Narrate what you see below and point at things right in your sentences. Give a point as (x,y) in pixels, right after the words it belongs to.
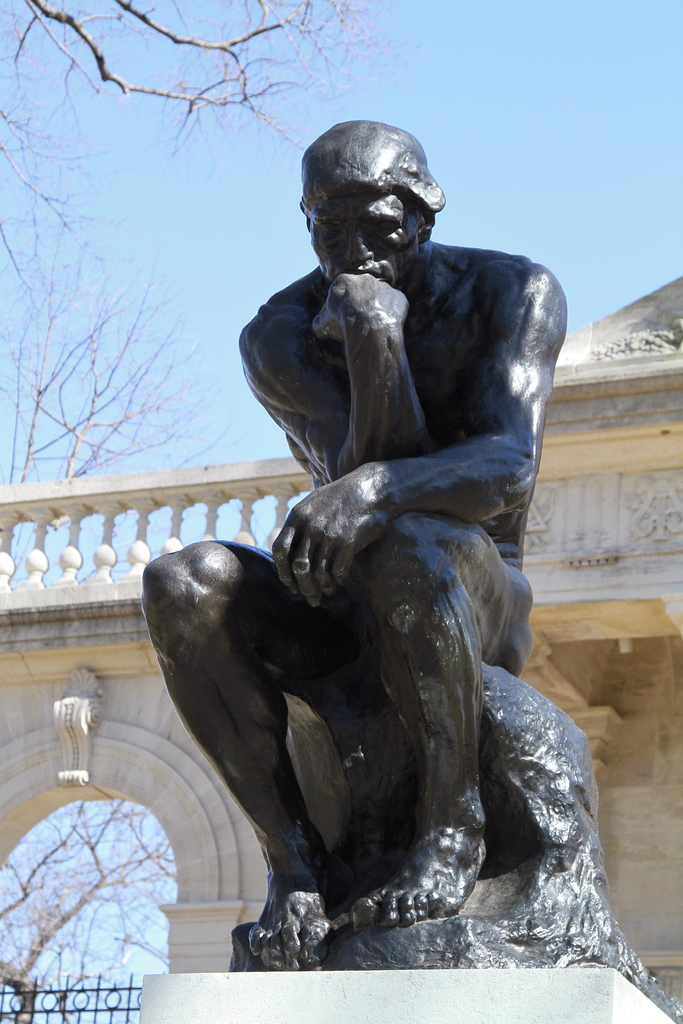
In this image in the center (335,450) there is one statue (377,671), and in the background (649,487) there is a building (213,799), railing (120,1002) and trees (162,328). At the top (235,110) there is sky (260,195).
